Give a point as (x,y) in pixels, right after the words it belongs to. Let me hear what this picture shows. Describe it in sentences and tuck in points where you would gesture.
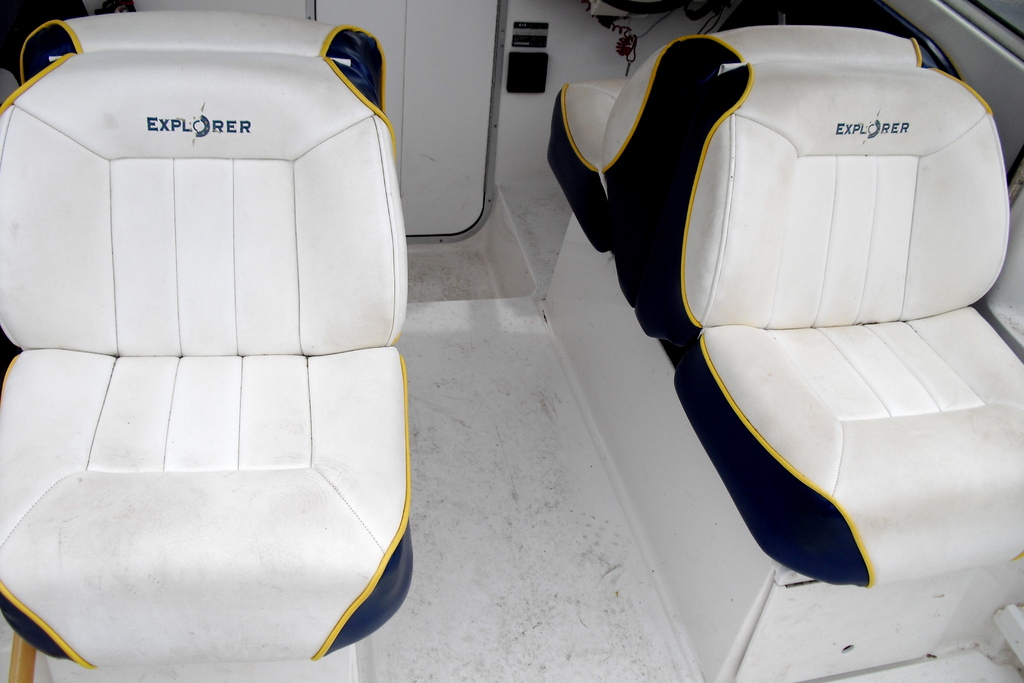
In this image I can see four white colour seats (261,98) and in the front (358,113) I can see something is written on it. In the background (462,108) I can see two white colour things (439,69).
